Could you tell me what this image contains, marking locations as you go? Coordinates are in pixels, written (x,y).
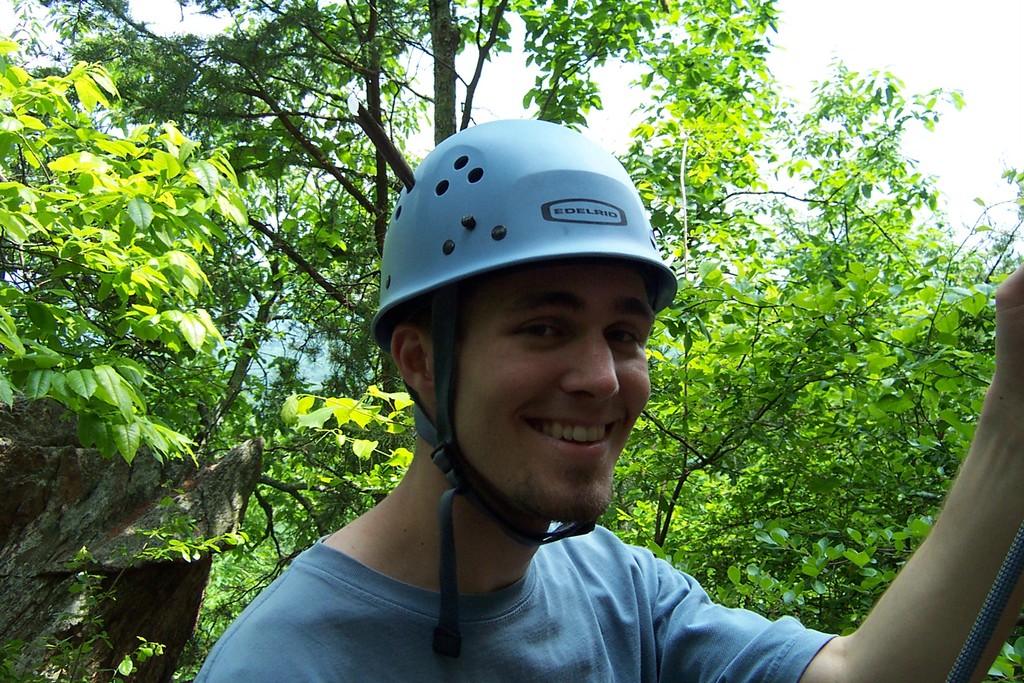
In this picture we can see a person (569,620), he is smiling, he is wearing a helmet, here we can see an object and in the background (780,392) we can see trees (764,305), sky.
